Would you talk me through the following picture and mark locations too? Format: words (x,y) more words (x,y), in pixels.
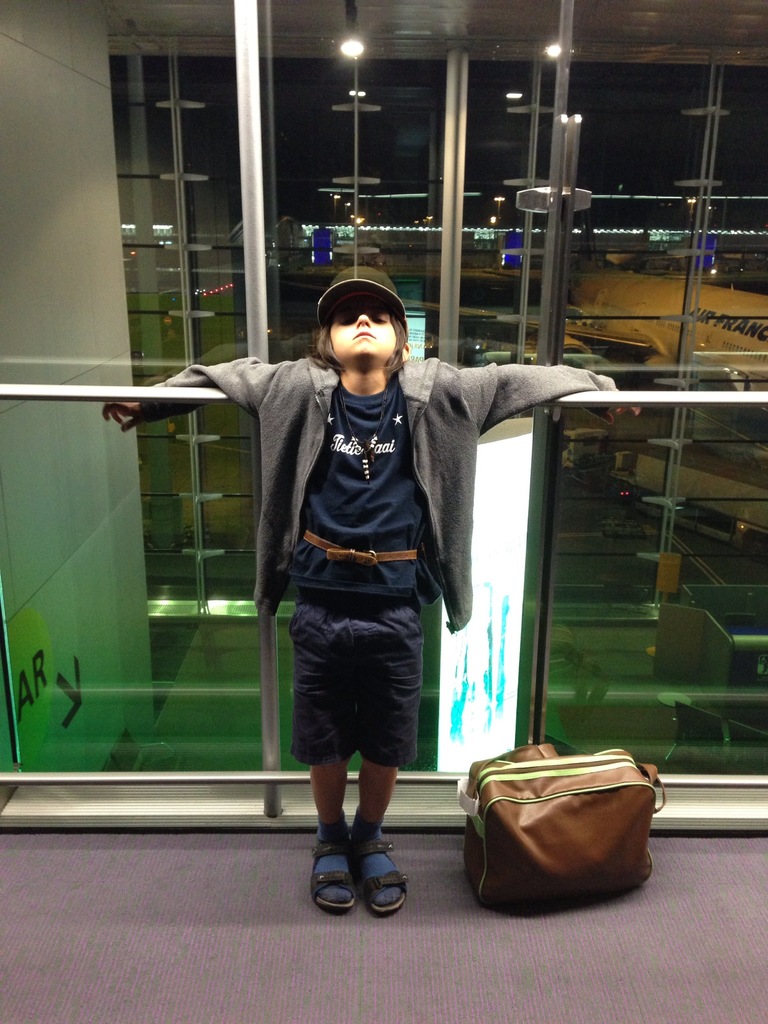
In this picture I can see in the middle (276,528) a boy (316,571) is standing, he is wearing a short (399,645), t-shirt (395,511). Beside him there is a bag (613,846), in the background (754,246) there are glass walls (473,126), at the top (737,231) there are lights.
